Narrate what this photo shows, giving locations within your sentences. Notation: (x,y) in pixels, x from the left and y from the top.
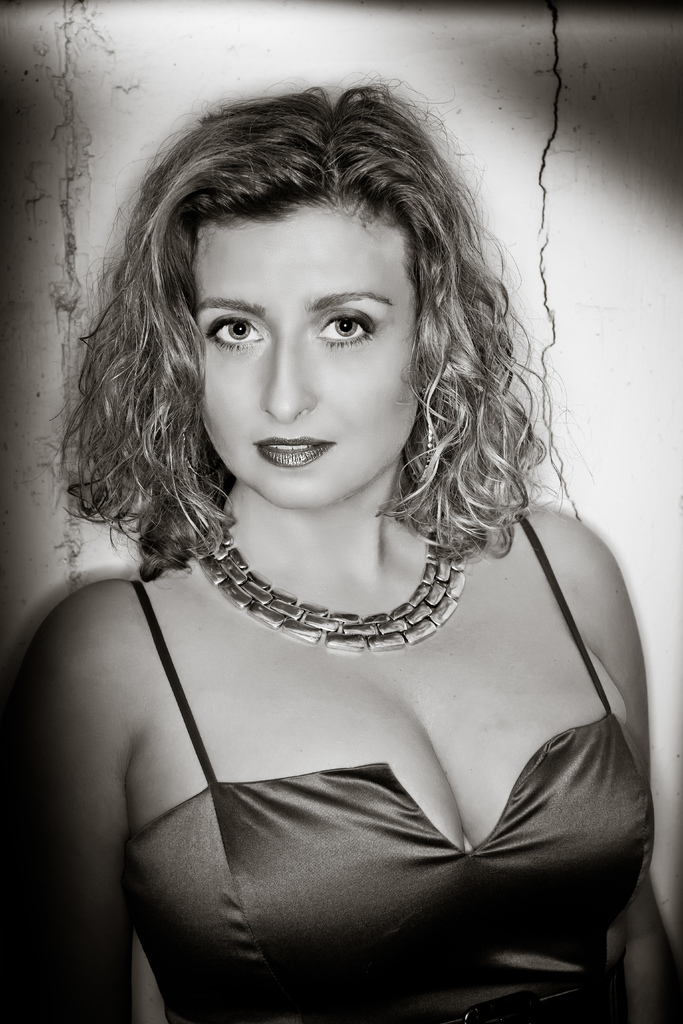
In this image we can see a lady (319,719). There are a few cracks (555,133) in the wall (586,188) behind a lady (77,722).
